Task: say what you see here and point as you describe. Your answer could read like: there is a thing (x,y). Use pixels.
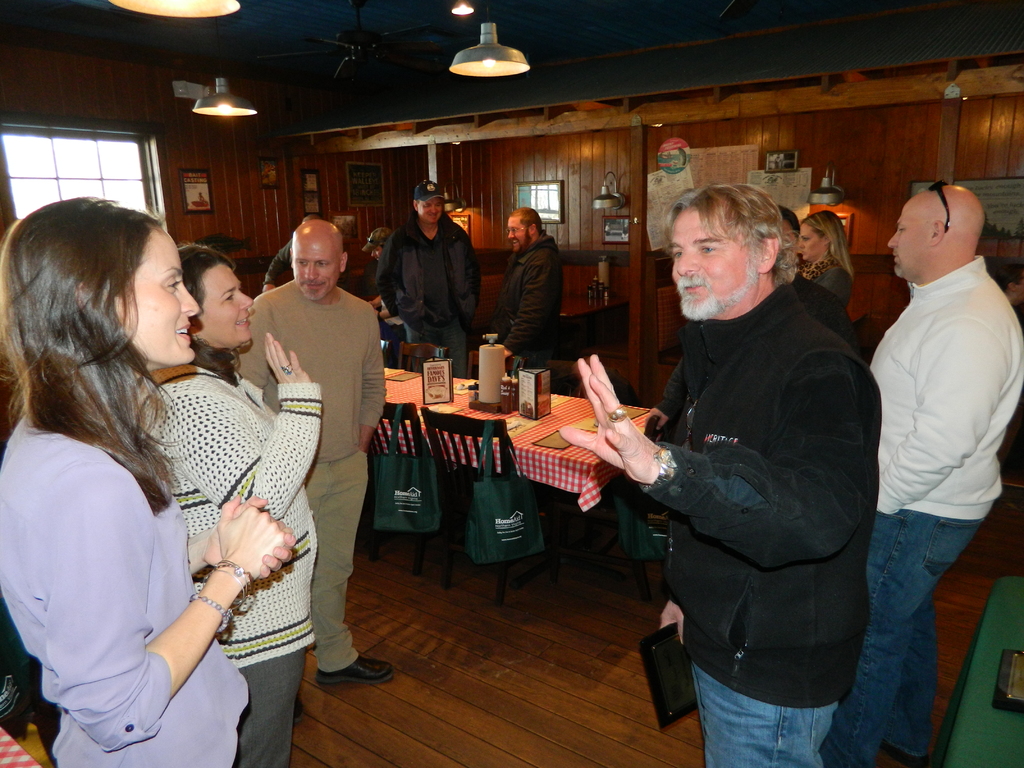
In the image there are few people (701,263) standing. In between them there is a table (504,414) with bottles (501,387), packets (529,386) and some other things (500,412). There are bags (508,522) hanging on the chairs (452,482). In the background (211,209) there is a wall (588,205) with frames (365,187), window (110,162) and some other objects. At the top of the image (358,69) there is ceiling (336,82) with lights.
